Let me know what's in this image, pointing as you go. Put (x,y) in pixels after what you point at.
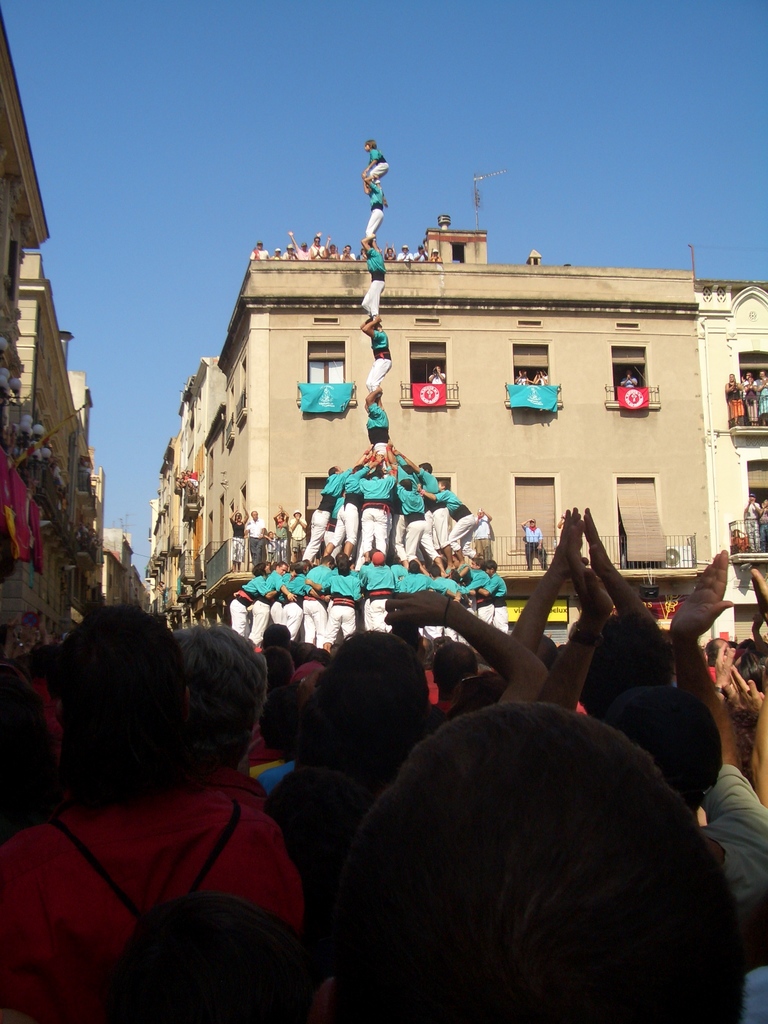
In this picture we can see group of persons (433,562) who are wearing green t-shirt (388,489) and white trouser (374,511) and they are standing above themselves. In the background (352,441) we can see buildings (510,456) and some peoples (527,521) are watching from the terrace (399,272), windows (413,347) and balcony (520,538). On the bottom (437,728) we can see group of persons (394,728) watching this show. On the top (423,46) there is a sky (437,18). Here we can see tower (477,240).
